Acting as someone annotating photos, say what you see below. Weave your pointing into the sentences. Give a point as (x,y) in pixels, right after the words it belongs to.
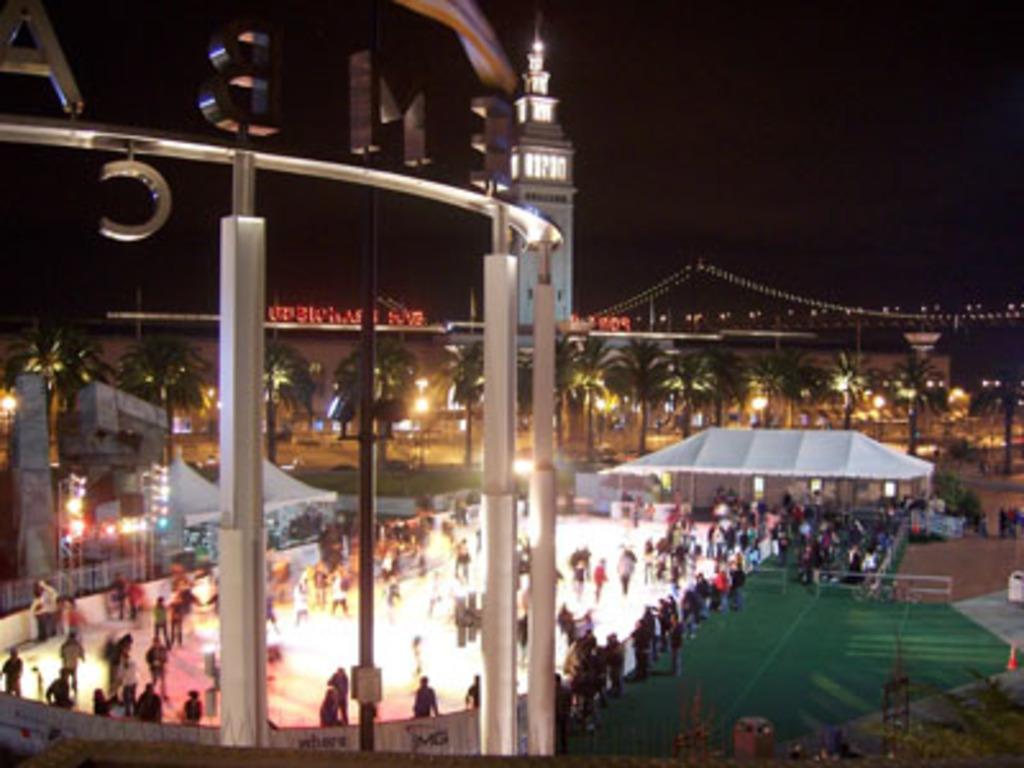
On the left side of the image (274,158) there are metal rods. There are few letters (422,131). There are people (8,683) standing on the floor (336,643). There are buildings (857,351), trees (576,392), lights (876,400). At the bottom of the image (839,648) there is a mat (796,649). In the background of the image (850,146) there is sky (862,142).
